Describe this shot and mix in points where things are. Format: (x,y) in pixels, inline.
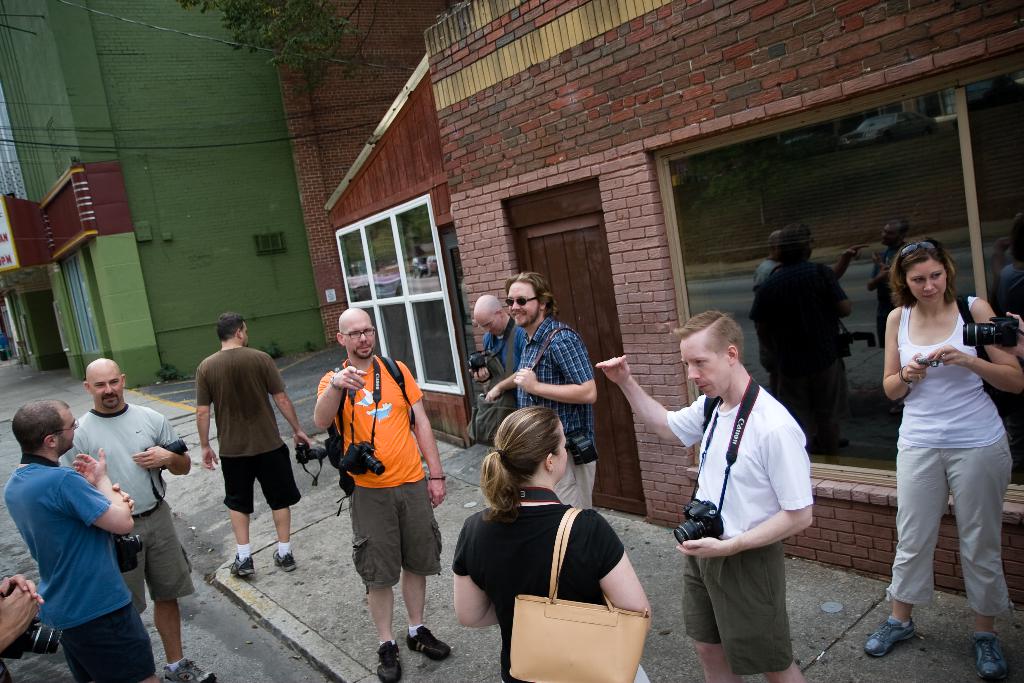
In this image there are buildings (222,148) truncated towards the top of the image (412,219), there are windows (376,274), there is the door (574,274), there is the wall (586,149), there is a board (9,247) truncated towards the left of the image (23,236), there are group of persons (394,473), there are windows (850,201) truncated towards the right of the image (801,281), there are persons (319,415) holding objects (1007,332), there is a person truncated towards the right of the image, there is a person (11,588) truncated towards the left of the image (16,601), there are plants (172,368), there is the road (215,484), there are persons (630,593) truncated towards the bottom of the image (729,556).
